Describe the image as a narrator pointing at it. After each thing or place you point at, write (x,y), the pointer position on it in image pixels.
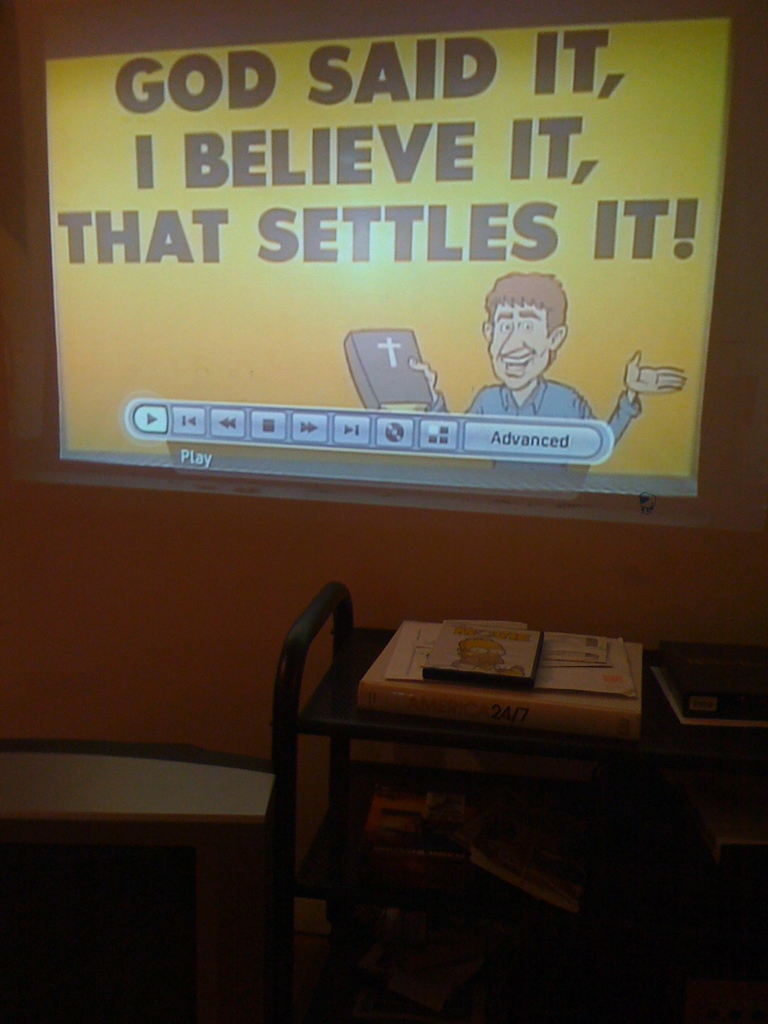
In this image I can see a screen (280,122) at the top of the image (424,254) with some text (435,250) and a table (299,964) with some books (701,711) at the bottom of the image (591,768).
